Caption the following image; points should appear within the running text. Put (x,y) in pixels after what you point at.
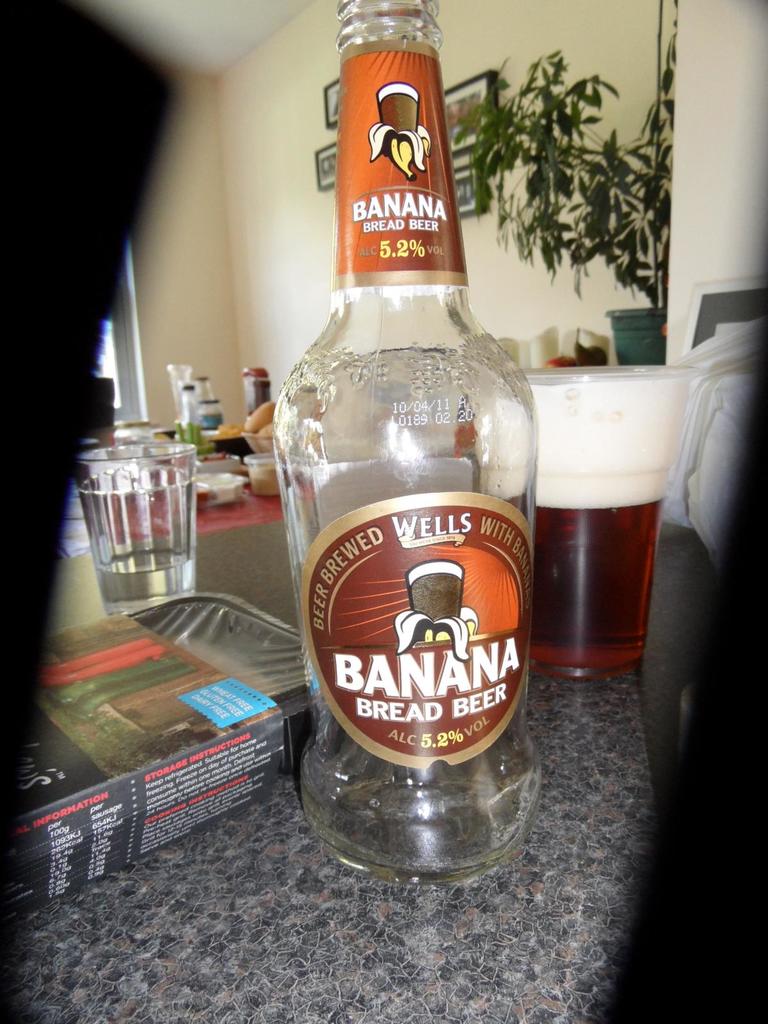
The image there is a beer bottle (429,580), beside that there is a glass (595,528) and drink (554,563) in the glass (560,530), to the left side (135,822) there is a sausage package (109,809), in the background (235,424) there are some food items (225,427) on the table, beside that there is a wall (294,173) and photo frames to the wall (467,230).
